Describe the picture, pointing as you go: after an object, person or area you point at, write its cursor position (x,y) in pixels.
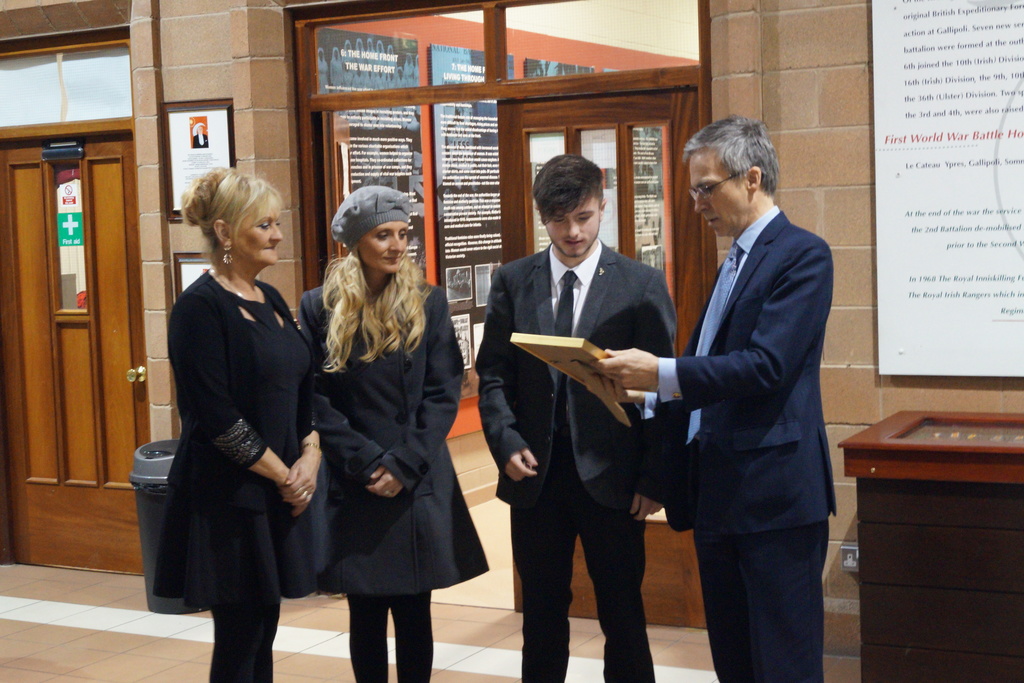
In this picture, we can see a group of people (472,569) standing on the floor (477,644) and a man (626,392) is holding a frame (590,374). Behind the people (451,385) there is a wooden door (29,265) and glass door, banner (996,256), posters (197,268) and other items (148,545).
